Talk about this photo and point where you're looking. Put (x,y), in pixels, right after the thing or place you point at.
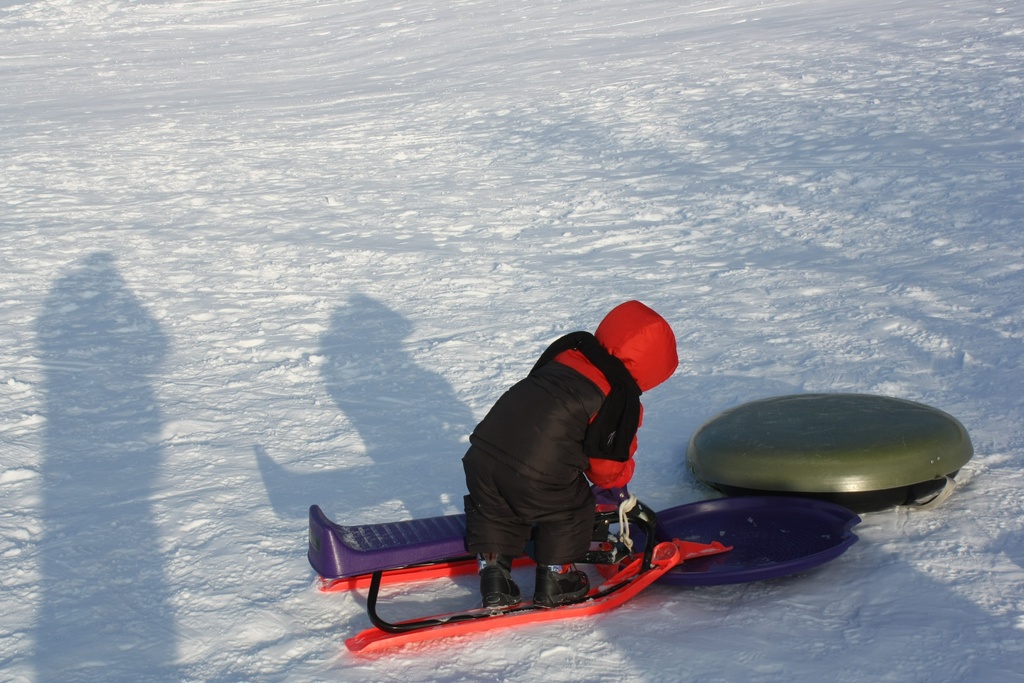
In the foreground (513,434), I can see a person (540,506) is holding an object (599,554) in hand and I can see some objects (819,507) on the ground (219,334) and snow (482,272). This image taken, maybe during a day.
